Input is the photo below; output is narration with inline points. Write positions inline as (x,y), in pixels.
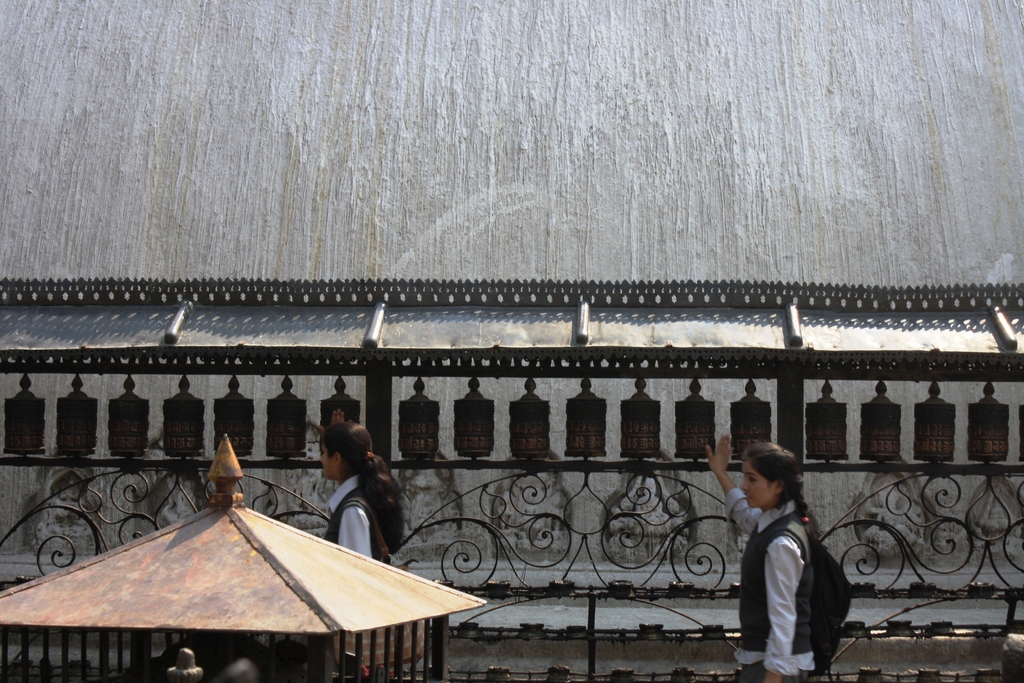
In this image there are two girls (392,540), behind them there is a railing (691,468), in the background (488,475) there is a wall (525,207), in the bottom left (338,603) there is a small shrine (168,618).
